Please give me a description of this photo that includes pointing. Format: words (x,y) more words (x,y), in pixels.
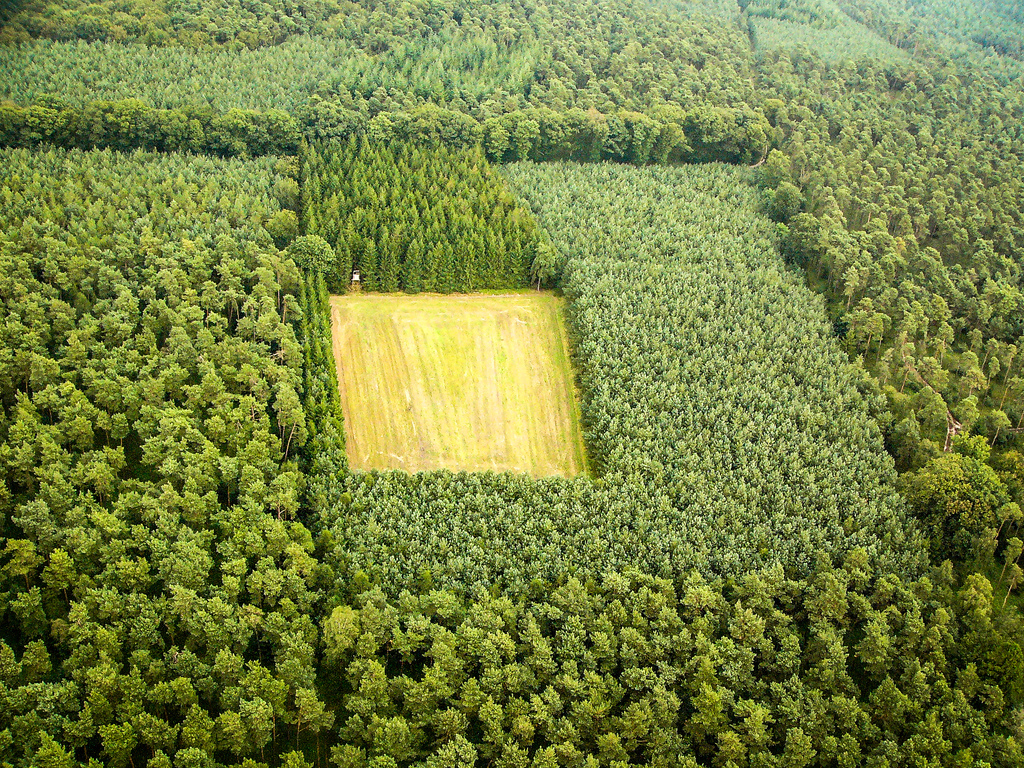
In this image I can see many green color trees (872,174) and the ground (488,350).
